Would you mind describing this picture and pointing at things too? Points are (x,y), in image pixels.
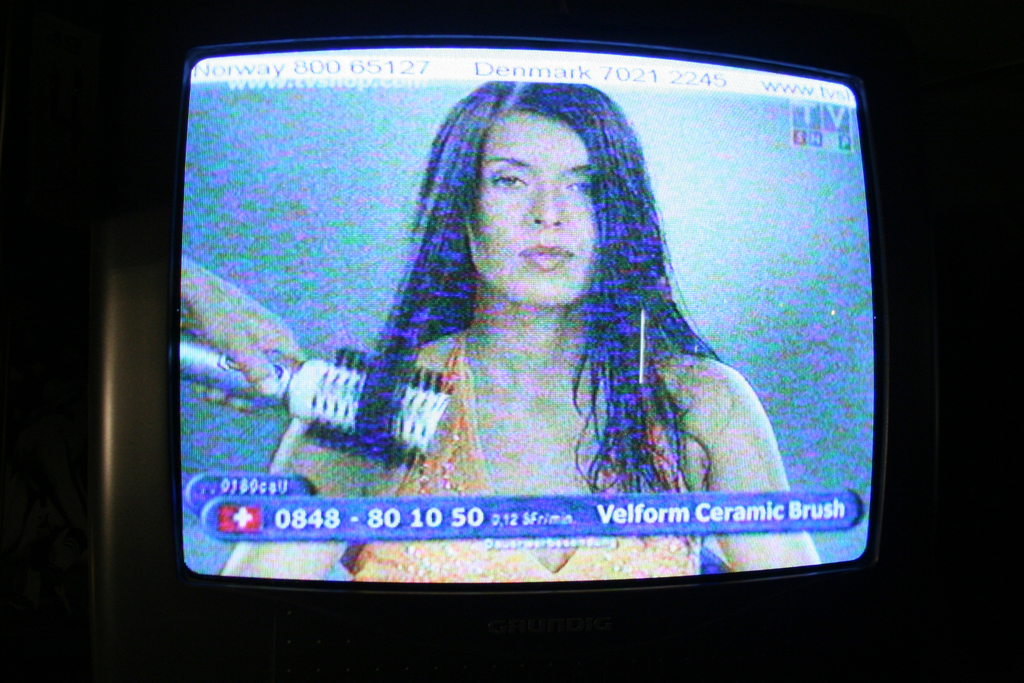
Here we can see screen (448,344), in this screen (478,472) we can see a woman (372,489) and we can see an object (303,382) hold with hand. In the background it is dark.
